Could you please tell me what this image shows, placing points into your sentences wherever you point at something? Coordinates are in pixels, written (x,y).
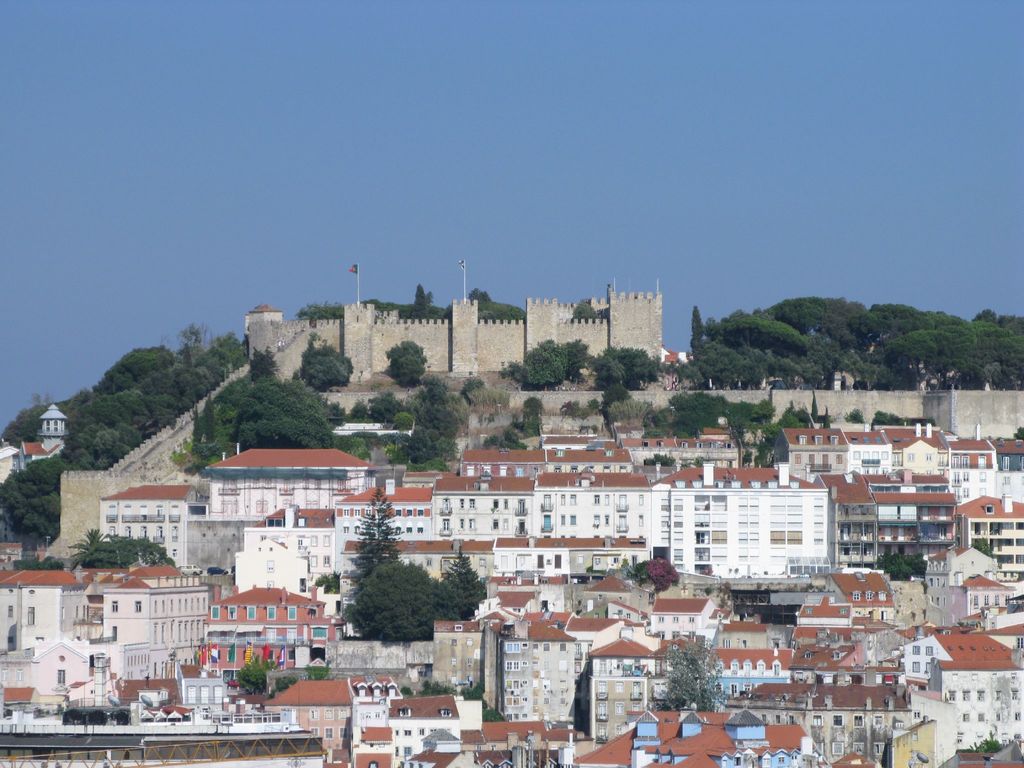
To the bottom of the image (398,522) there are many buildings (597,526) with roofs (350,464), windows (716,532), walls (742,562) and pillars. And also there are many trees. In the middle of the image (367,306) there is a fort (64,496) with walls (367,321) and poles (359,268) with flags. Beside the fort (149,470) there are many trees (926,337). To the top of the image (318,149) there is a sky (541,132).
